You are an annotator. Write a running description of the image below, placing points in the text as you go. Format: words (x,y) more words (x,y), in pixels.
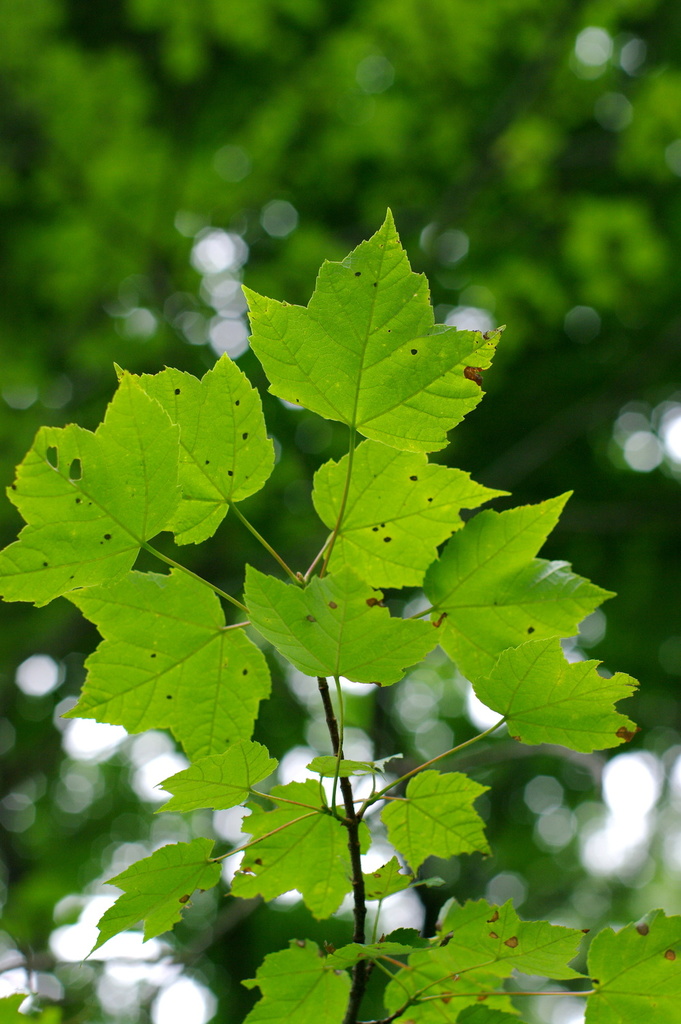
In this image I can see plants (210,375) and trees (283,538) in green color.
